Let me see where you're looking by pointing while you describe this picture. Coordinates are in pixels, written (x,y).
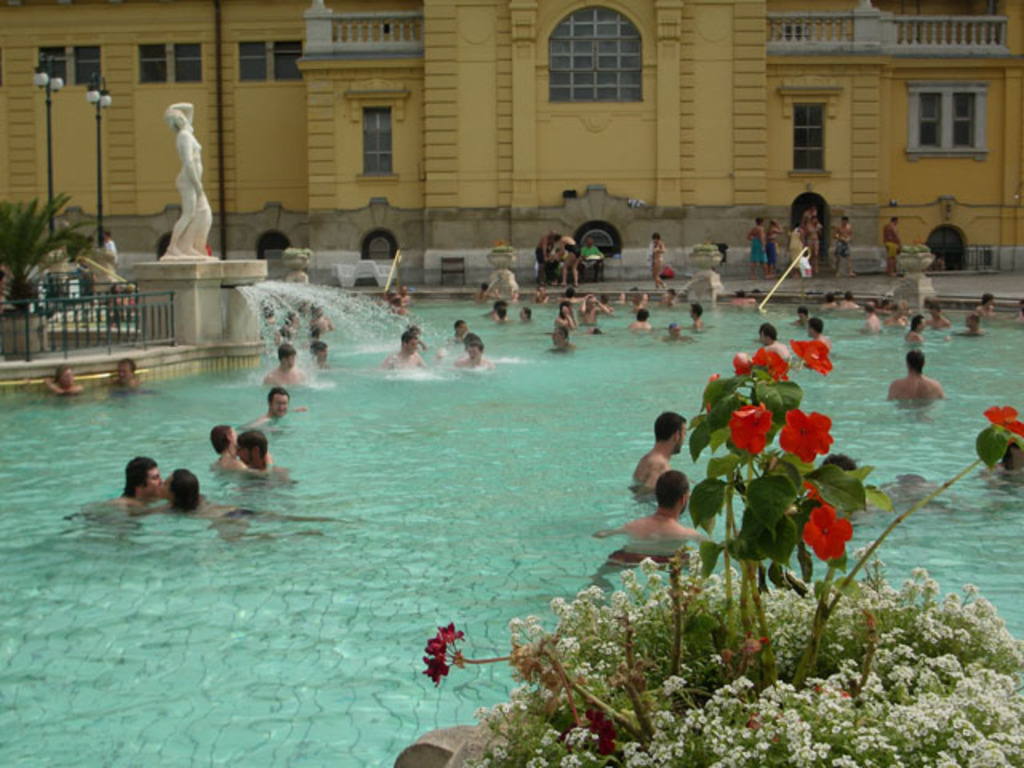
As we can see in the image there is water (455,393), plants (780,553), flowers (757,424), few people (474,350), statue (196,249), fence (54,348), lights (55,86), buildings (490,64) and windows (945,117).
